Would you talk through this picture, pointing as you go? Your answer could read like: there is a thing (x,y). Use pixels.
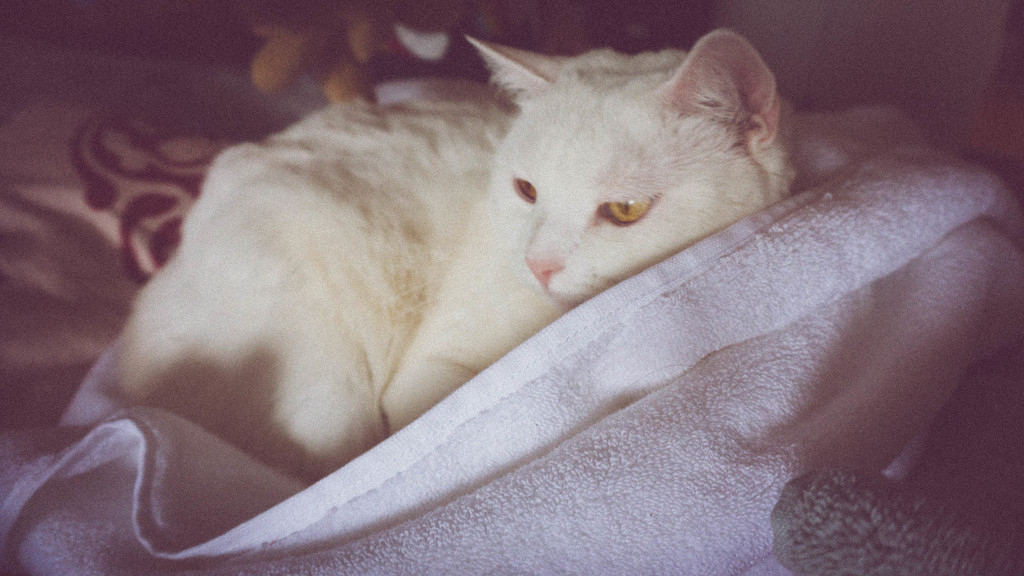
In this image I can see a white color cat (678,246) is lying on the bed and a blanket (698,420). This image is taken in a room (139,61).
